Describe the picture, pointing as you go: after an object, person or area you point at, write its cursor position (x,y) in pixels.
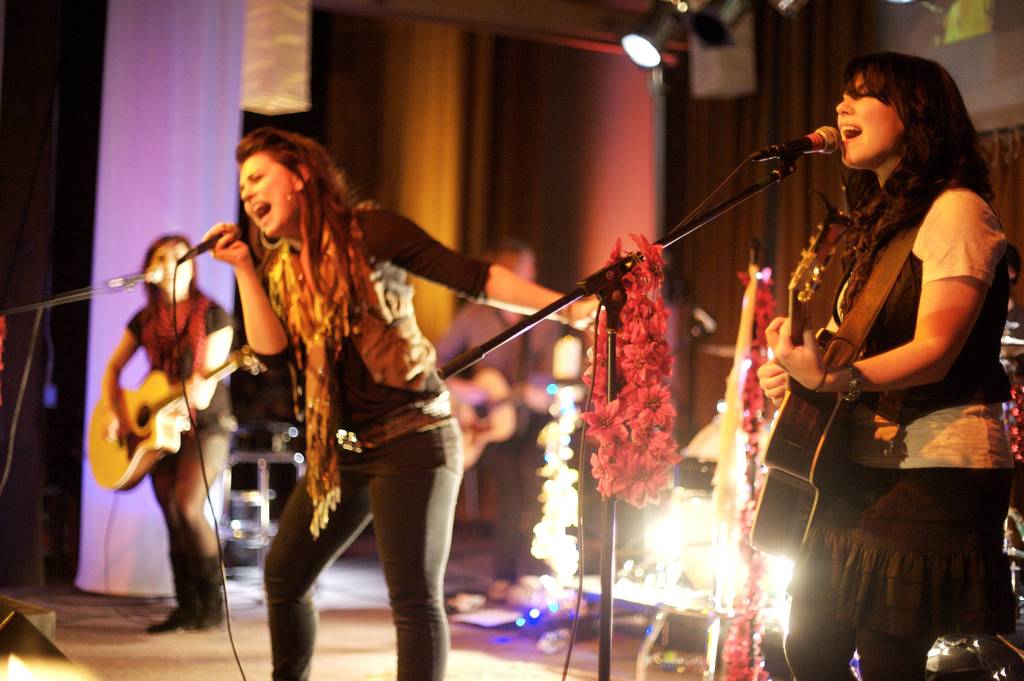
In this image I can see few people (910,232) where few of them are holding guitar (813,261) in their hands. Here I can see a woman (269,134) holding a mic (207,252) in her hand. I can also see mics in front of them.
